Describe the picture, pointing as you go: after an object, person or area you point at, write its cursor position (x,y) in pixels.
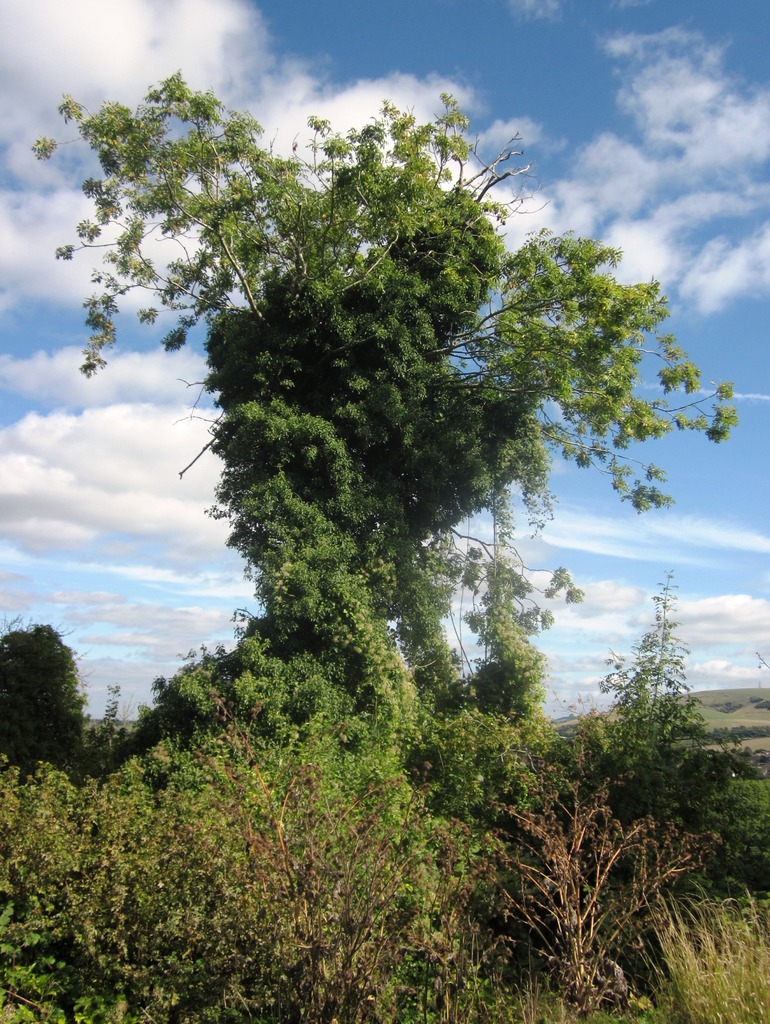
This is a tree (363,382) in the middle of an image (368,430), at the top (543,108) it's a sunny sky (569,78).
